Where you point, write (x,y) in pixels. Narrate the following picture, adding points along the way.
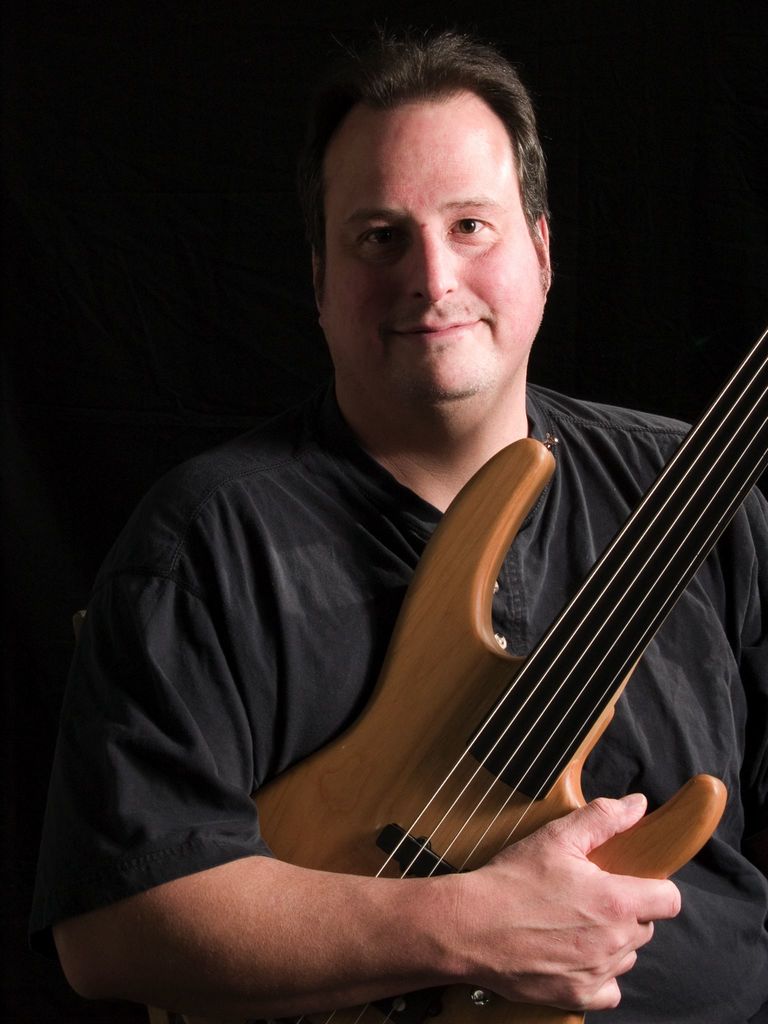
In the picture we can see a man (463,159) holding a guitar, which is brown in color and with strings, a man (737,743) is wearing a black shirt (130,648), in the background (690,161) there is black color.
